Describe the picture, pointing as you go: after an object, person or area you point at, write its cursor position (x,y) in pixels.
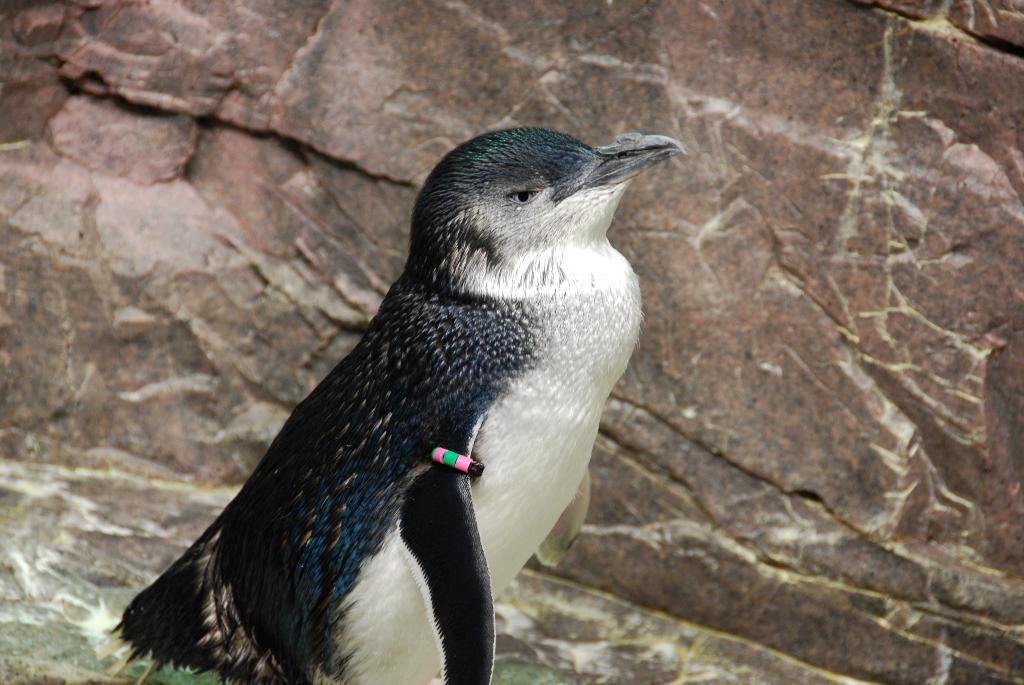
As we can see in the image there is a penguin (453,321) and rock (885,100).
